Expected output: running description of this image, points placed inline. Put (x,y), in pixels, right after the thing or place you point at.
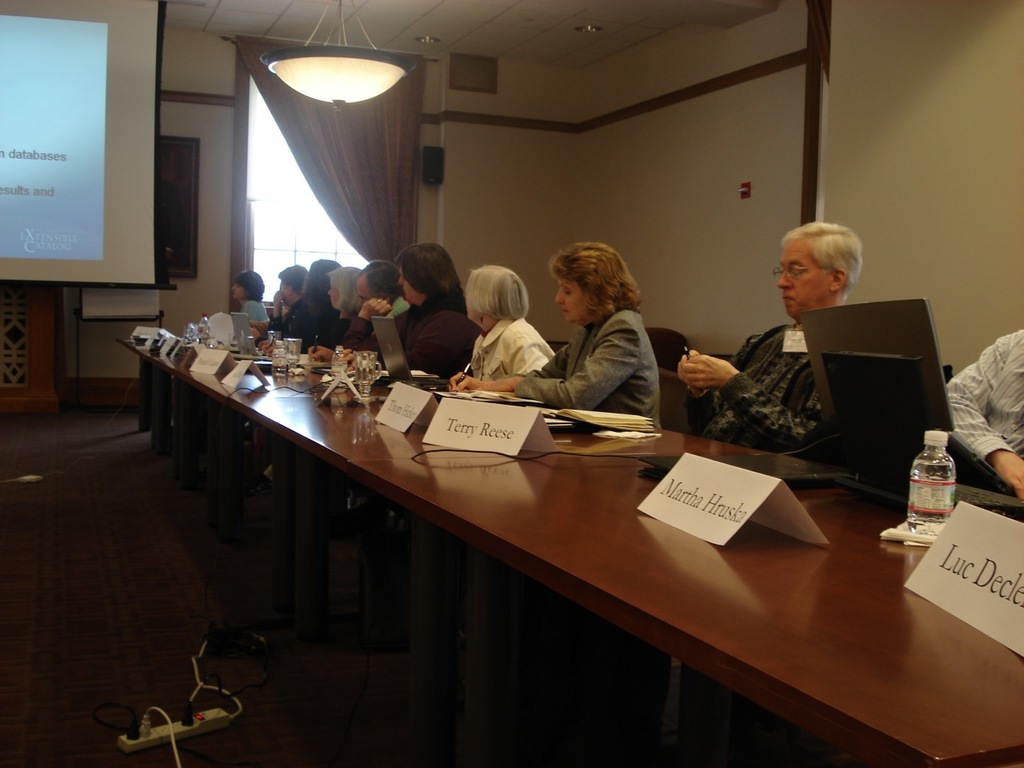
In this image we can see this people (796,368) are sitting near the table (275,415). We can see laptop (390,376), bottles (276,360), name boards (490,437) and glasses (286,352) on the table (573,445). In the background (156,244) we can see projector screen (147,251), curtains (346,168), chandeliers (317,73) and glass window (309,219).
